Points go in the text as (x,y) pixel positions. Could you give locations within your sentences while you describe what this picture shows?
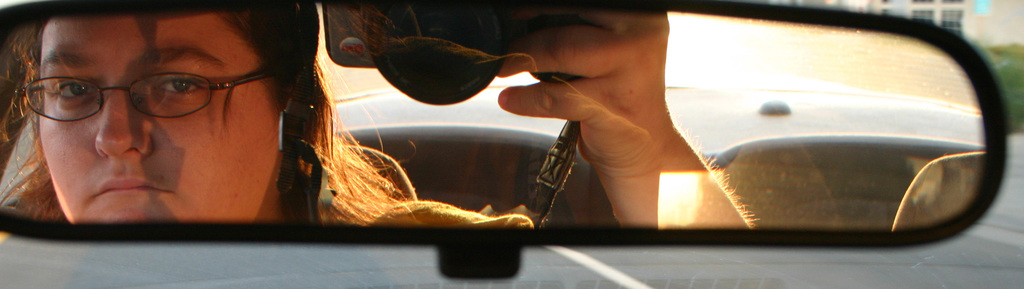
In the image we can see there is a person (249,149) sitting in the car (512,185) and she is looking in the front mirror (583,177). She is holding camera (471,46) in her hand (522,58).
